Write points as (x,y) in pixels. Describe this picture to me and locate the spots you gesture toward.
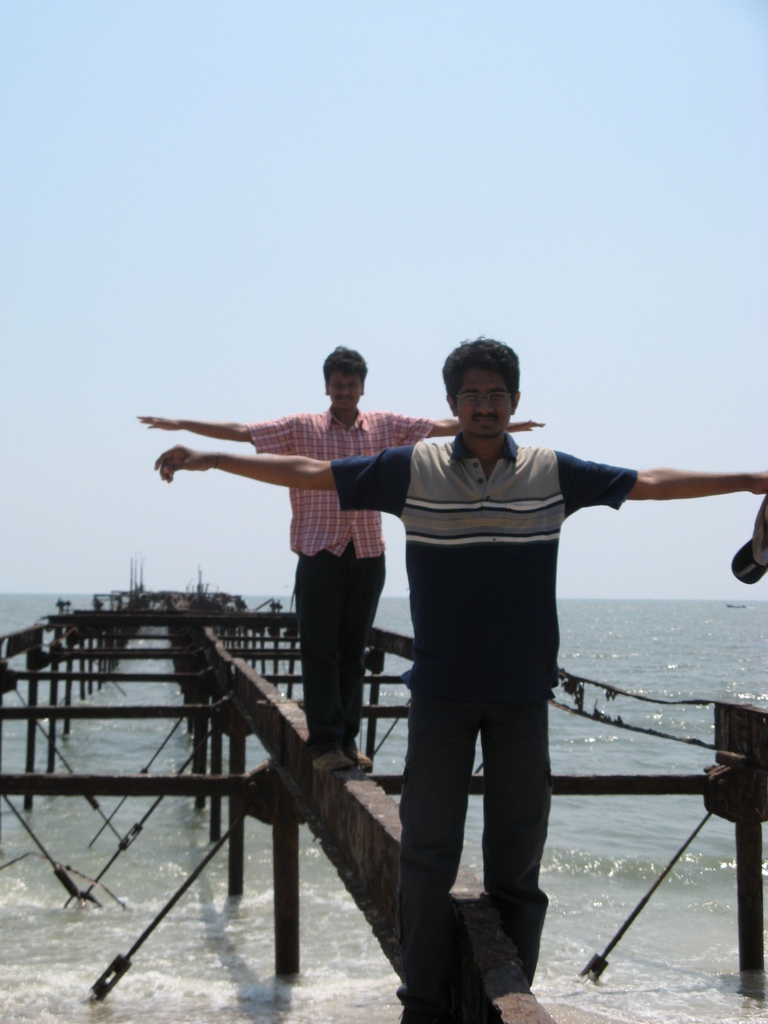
In the image we can see two men (456,456) standing and wearing clothes (449,510). Here we can see the ropes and the metal rods (272,802), water (591,636) and the sky (353,166).
